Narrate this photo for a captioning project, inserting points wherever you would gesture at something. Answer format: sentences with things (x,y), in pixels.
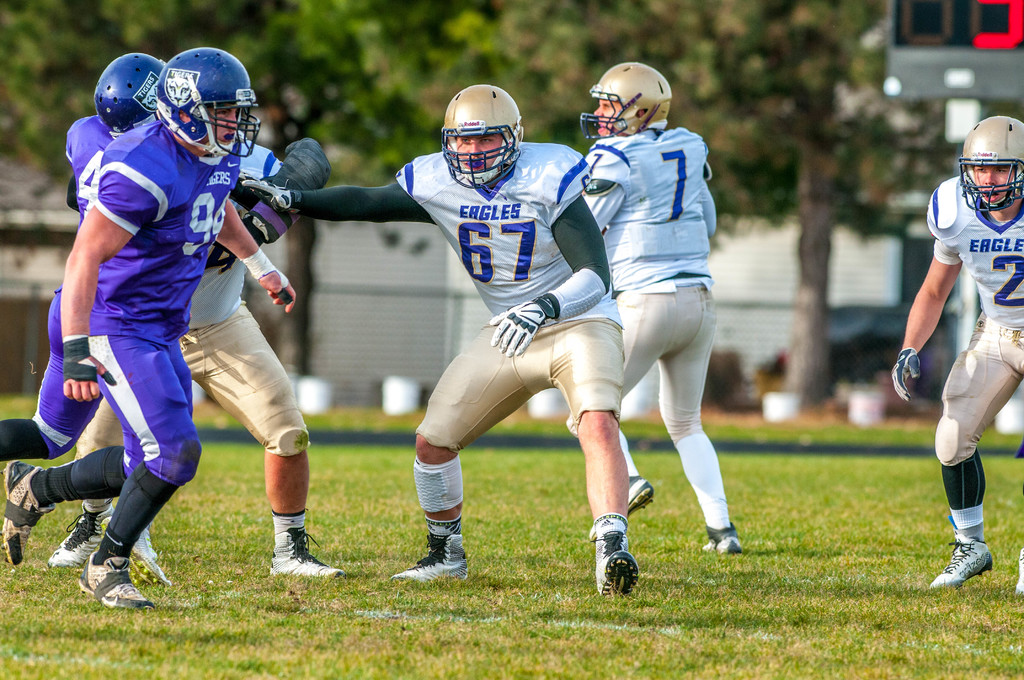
In this image I can see there are persons (179,249) visible on the ground (566,546) and they are wearing a helmet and in the background (435,55) I can see trees (661,47), building (398,253), vehicle (845,316), wall (400,270).
